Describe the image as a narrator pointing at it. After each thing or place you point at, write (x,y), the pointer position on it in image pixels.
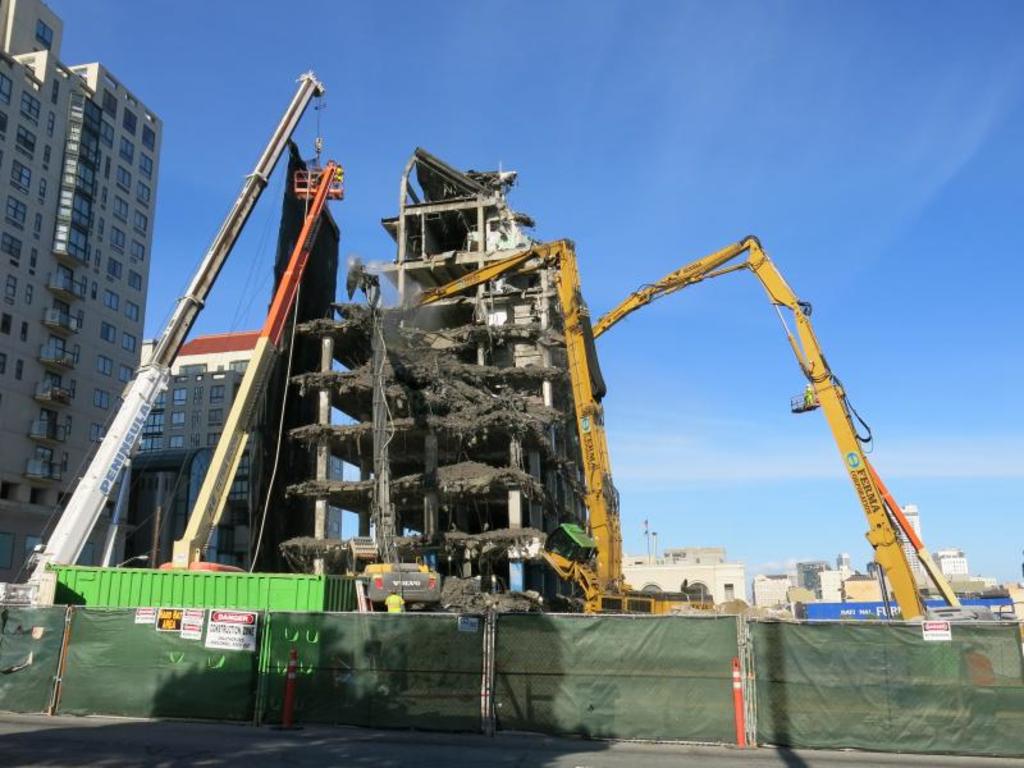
In the center of the image (653,294) we can see four cranes (187,312) destructing the buildings (555,492). Image also consists of some buildings (93,414). We can also see the green color fence (489,663). In the background (678,224) there is sky (746,89) and at the bottom (87,742) there is road (122,761).
